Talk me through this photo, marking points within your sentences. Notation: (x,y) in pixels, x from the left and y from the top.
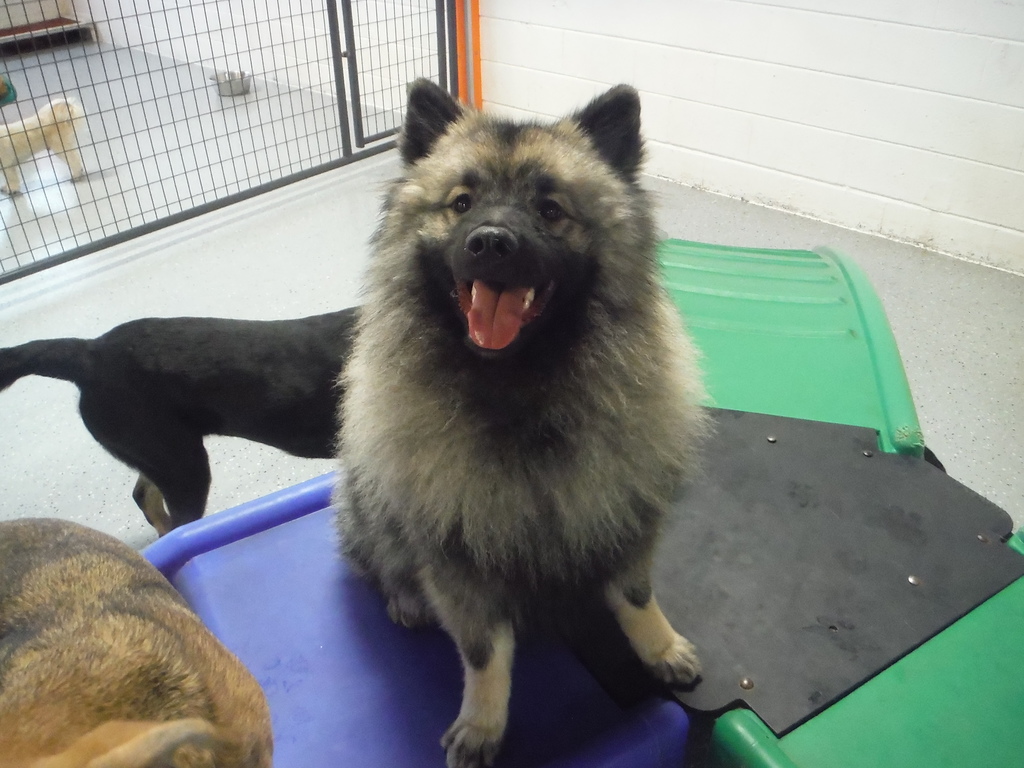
In the middle of the picture (560,440), we see a dog (511,444) sitting on the blue color table (454,684). Beside that, we see a dog (134,677). Behind that, we see a dog (271,352) in black color. In the background (98,80), we see a grilled gate (41,134), a white dog (17,132) and a vessel (232,81). On the right side (798,117), we see a wall (773,106) in white color.
